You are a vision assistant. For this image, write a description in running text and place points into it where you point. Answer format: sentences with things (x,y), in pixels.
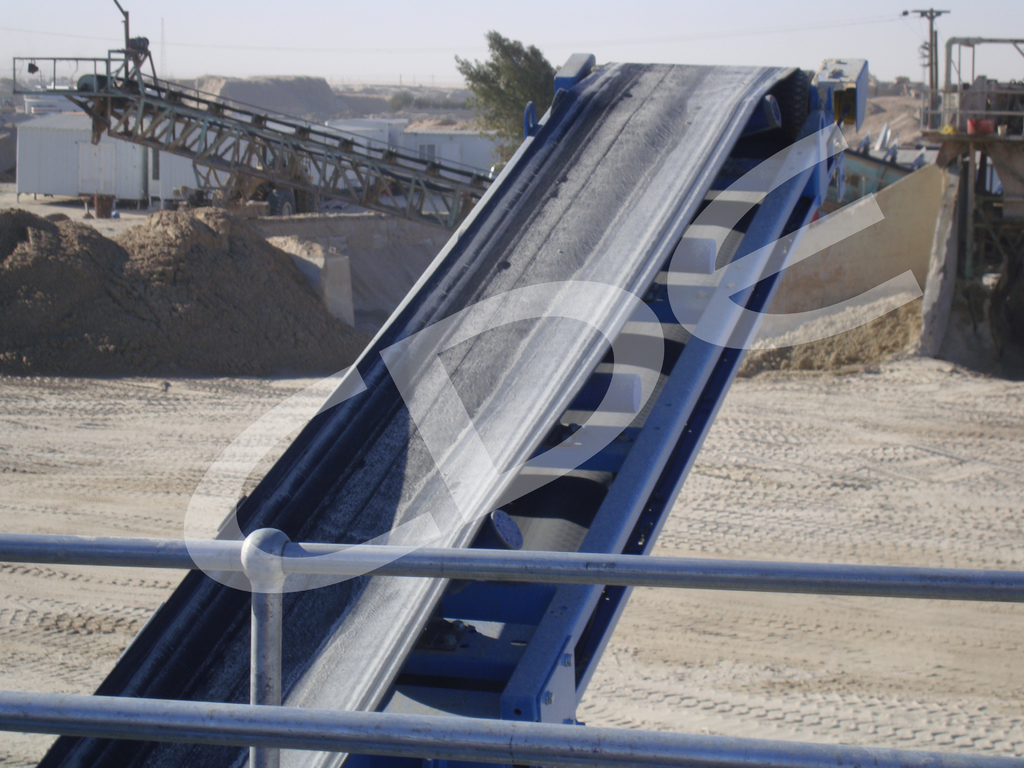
In this image I can see an object (261,485) in blue and grey color, background (753,518) I can see few objects (1023,195), trees (528,72) in green color and I can also see the sand (737,521), few poles (929,20) and the sky (488,30) is in white color.
